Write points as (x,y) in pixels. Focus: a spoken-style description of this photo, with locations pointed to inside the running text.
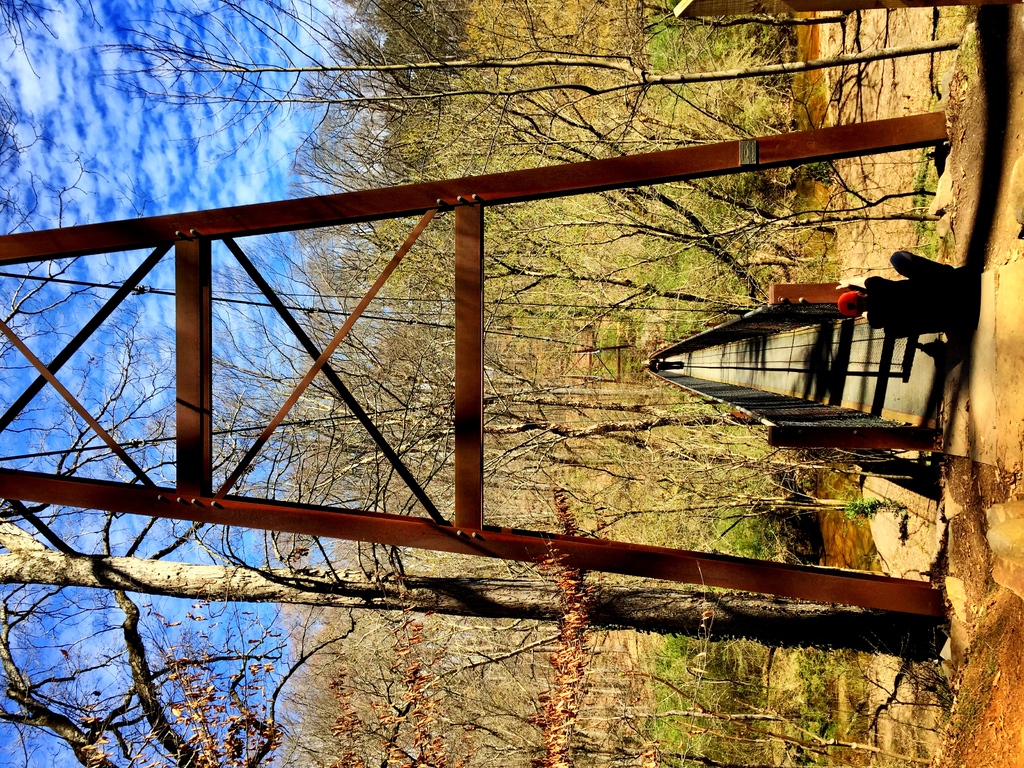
In this picture I can observe a bridge (780,368) on the right side (805,353). I can observe a person (949,305) sitting on the land (977,259) on the right side (959,278). In the background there are trees (403,356) and some clouds (157,266) in the sky (148,166).
